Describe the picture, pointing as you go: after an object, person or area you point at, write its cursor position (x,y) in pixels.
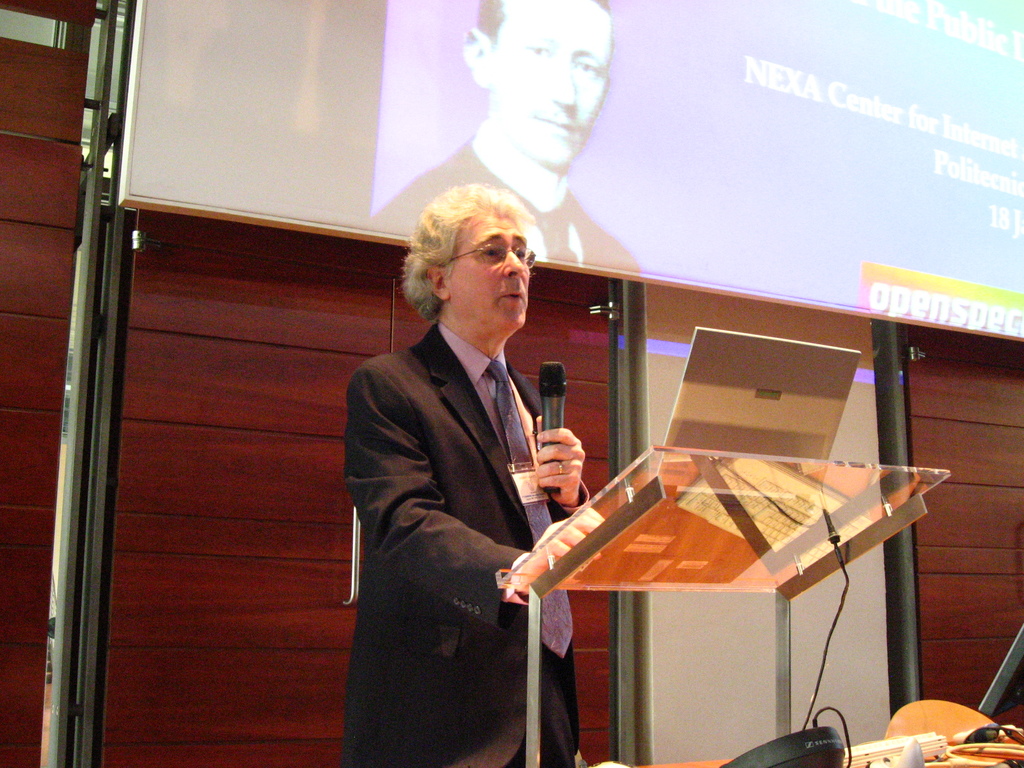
In the foreground of this image (432,494), there is a man (434,361) standing and holding a mic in front of a podium (752,543) on which there is a laptop (750,434). At the bottom (901,748), there is a device (805,751), cables (960,761), chair (951,709) and few objects (906,766). In the background (191,456), there is a wooden wall (155,358) and a screen (701,120) at the top (701,129).
